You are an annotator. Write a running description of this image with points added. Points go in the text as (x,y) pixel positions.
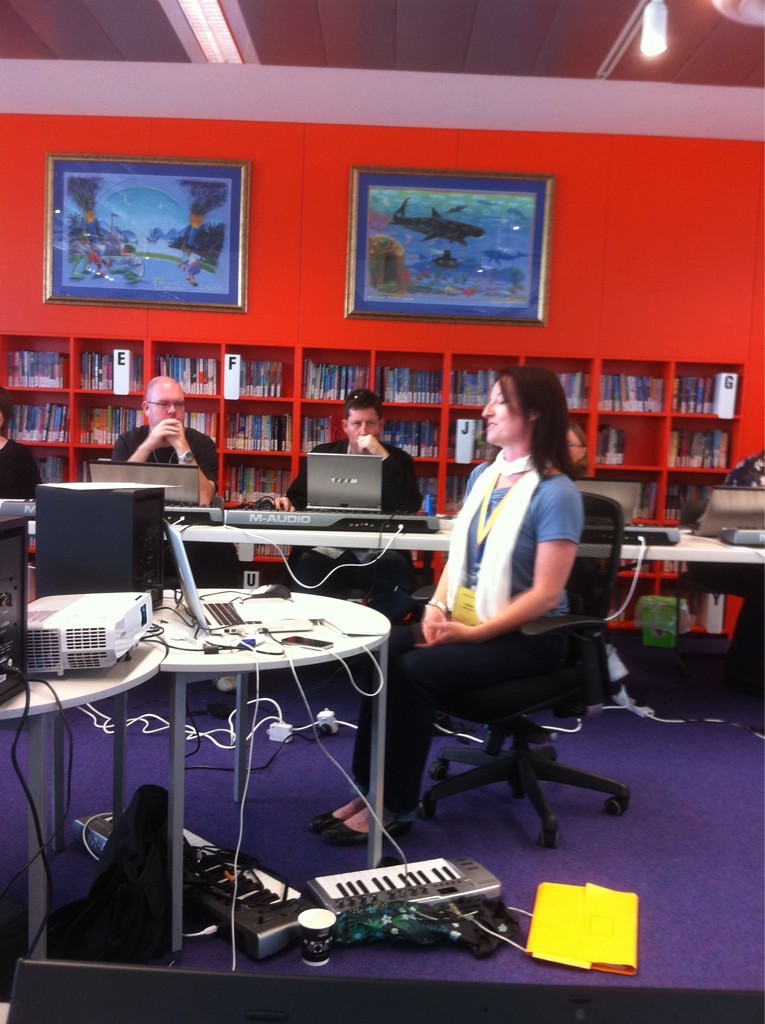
It is a room (466,814) there are lot of gadgets (83,610) in the room (93,524) there is a laptop (226,604) on the table (333,631), in front of the table (376,633) there is a woman (474,631) sitting in the chair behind the woman (448,621) there is a white color table (289,532) on the table (757,557) there are pianos (213,511) and laptops (342,482), in front of them there are few people (359,443) sitting behind them there is a big bookshelf (56,341) with lot of books (203,362) upside it, there are two photo frames (360,200) behind it in the background (310,172) there is a red color wall (310,177).
